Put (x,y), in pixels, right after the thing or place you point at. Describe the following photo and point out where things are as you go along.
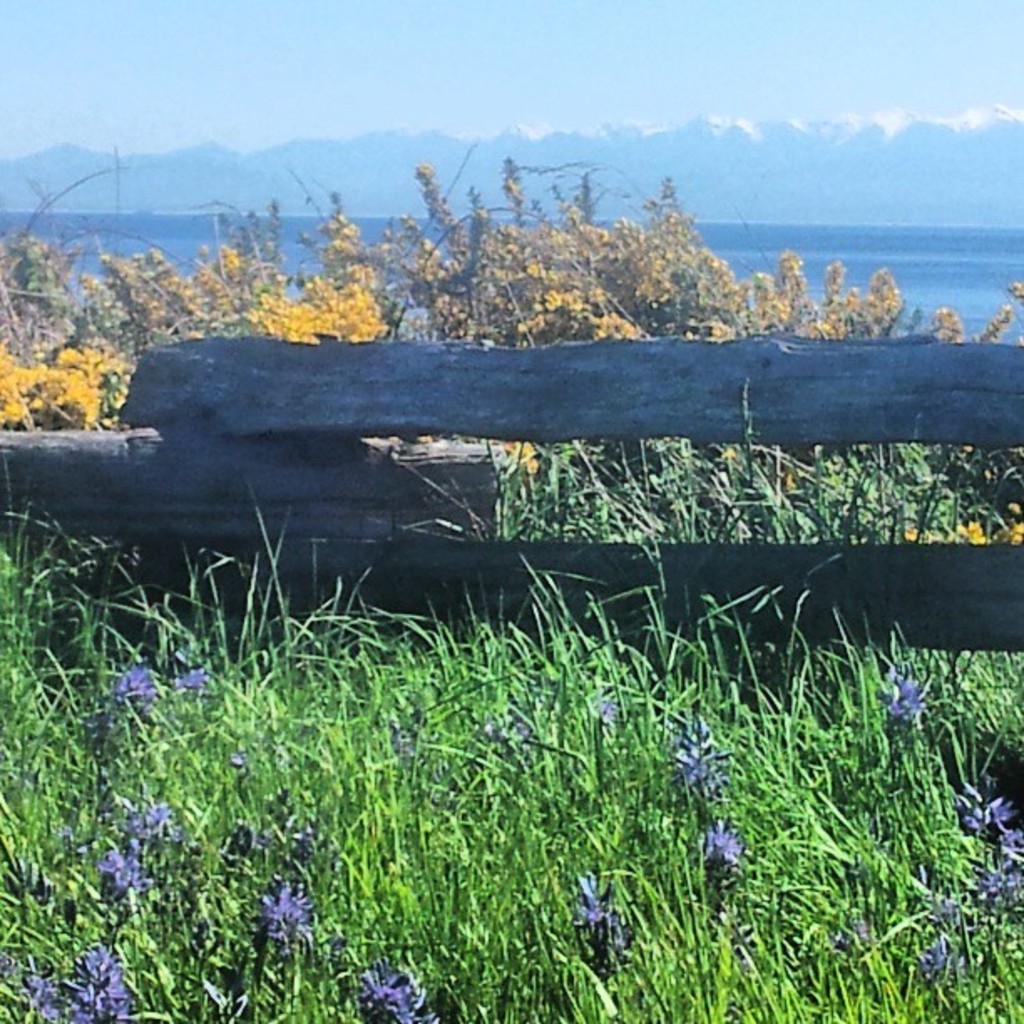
This picture is clicked outside. In the foreground (676,794) we can see the grass (556,847) and flowers (928,955). In the center (369,455) there are some objects (832,414) and the plants (173,296) and yellow color flowers (318,303). In the background (799,22) there is a sky (397,84), hills (529,143) and a water body (898,250).
